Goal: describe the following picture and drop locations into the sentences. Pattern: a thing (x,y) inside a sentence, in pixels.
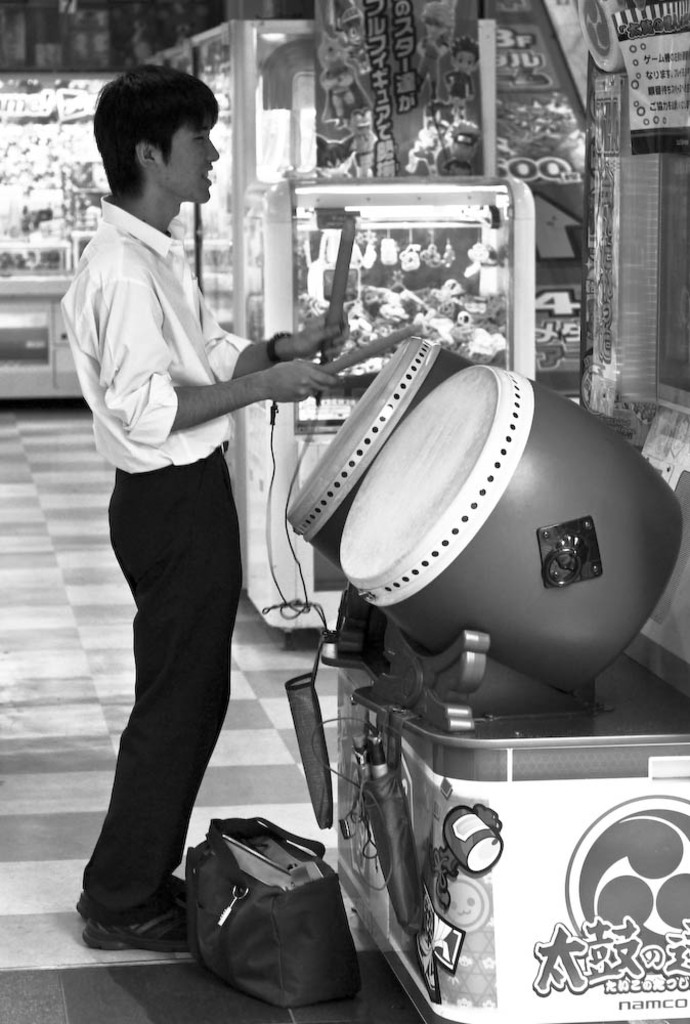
It is a black and white picture. In the front of the image (101,235) I can see a person (129,265) is holding sticks (335,297). On the table (545,875) there are musical drums (536,547). Near that person (144,763) there is a bag (259,925) and objects (371,846). In the background (666,76) there are glass cupboards (435,205), posters (629,74), check floor (59,453) and objects (72,20).
